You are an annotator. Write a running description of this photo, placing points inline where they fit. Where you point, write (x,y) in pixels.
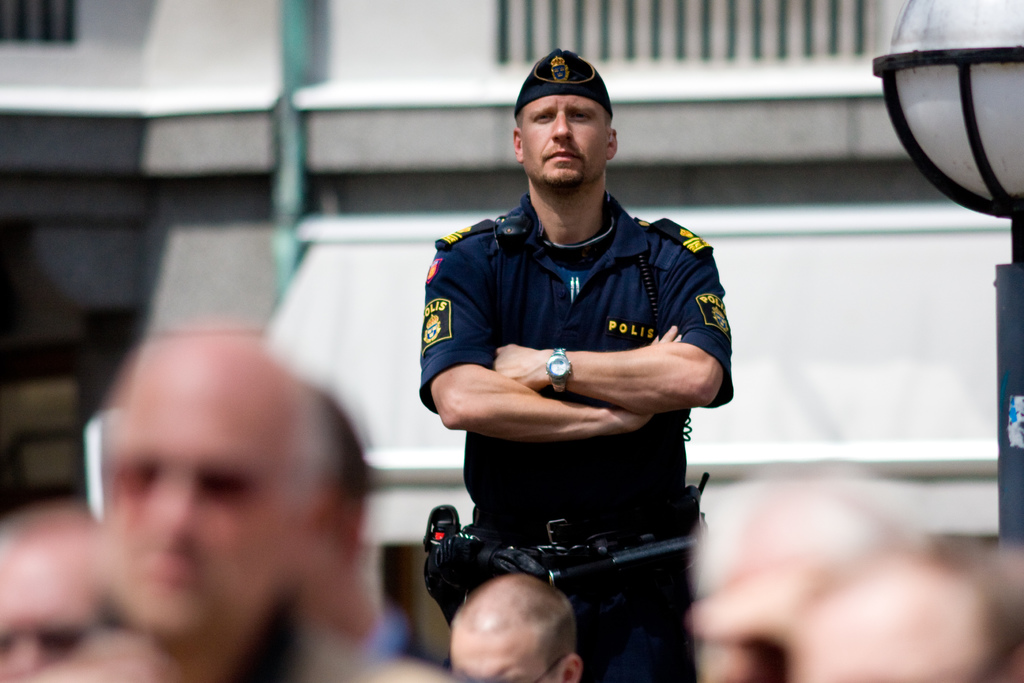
In this image I can see the person (488,368) wearing the uniform (480,499). In-front of the person (467,389) I can see the group of people (279,517). To the right (1003,177) I can see the pole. In the background (795,195) I can see the building (337,185).
